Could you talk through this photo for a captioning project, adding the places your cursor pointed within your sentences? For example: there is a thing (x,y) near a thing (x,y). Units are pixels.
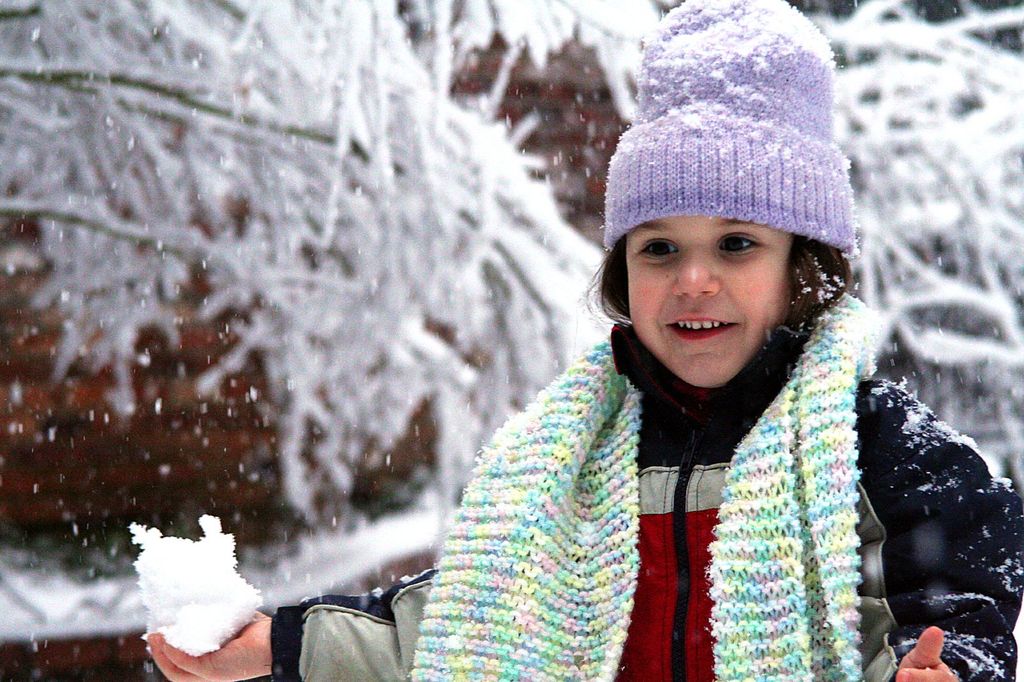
In this image there is a girl (693,452) in the middle (650,415) who is holding the snow (221,613). She is wearing the jacket (348,639), cap (713,145), scarf (488,616). In the background (374,254) there are trees (364,146) which are fully covered with the snow (473,114).
